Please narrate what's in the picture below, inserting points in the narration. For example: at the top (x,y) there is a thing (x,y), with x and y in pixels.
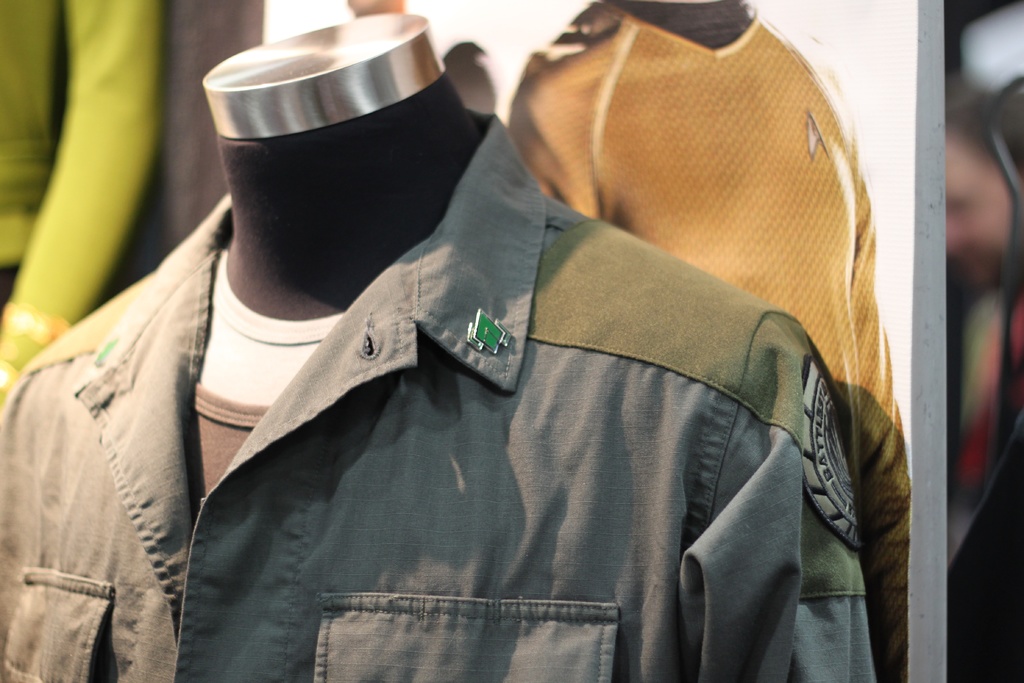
Here we can see a shirt (537,319) on a mannequin (376,245). In the background (855,74) we can see a board (816,123).
